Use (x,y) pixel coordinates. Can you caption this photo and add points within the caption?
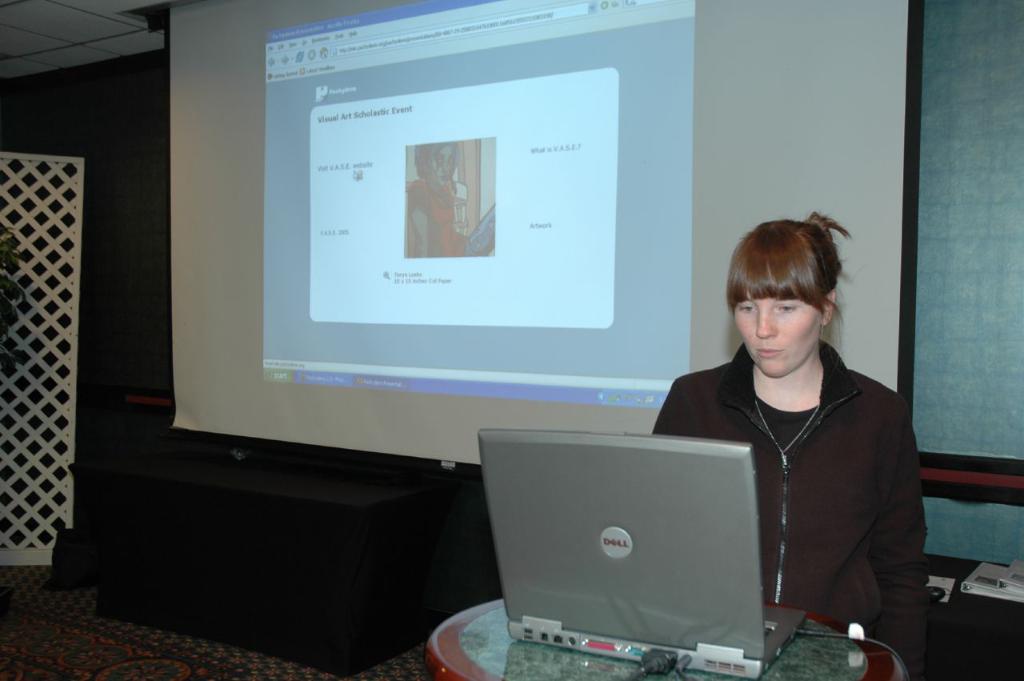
In the image on the right (750,435) we can see one woman (837,497) standing. In front of her, we can see one table (807,654) and laptop (619,576). In the background (519,139) there is a wall (969,23), roof (25,8), screen (525,130), table (972,625), mouse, fence (63,174), plant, carpet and files (991,595).
